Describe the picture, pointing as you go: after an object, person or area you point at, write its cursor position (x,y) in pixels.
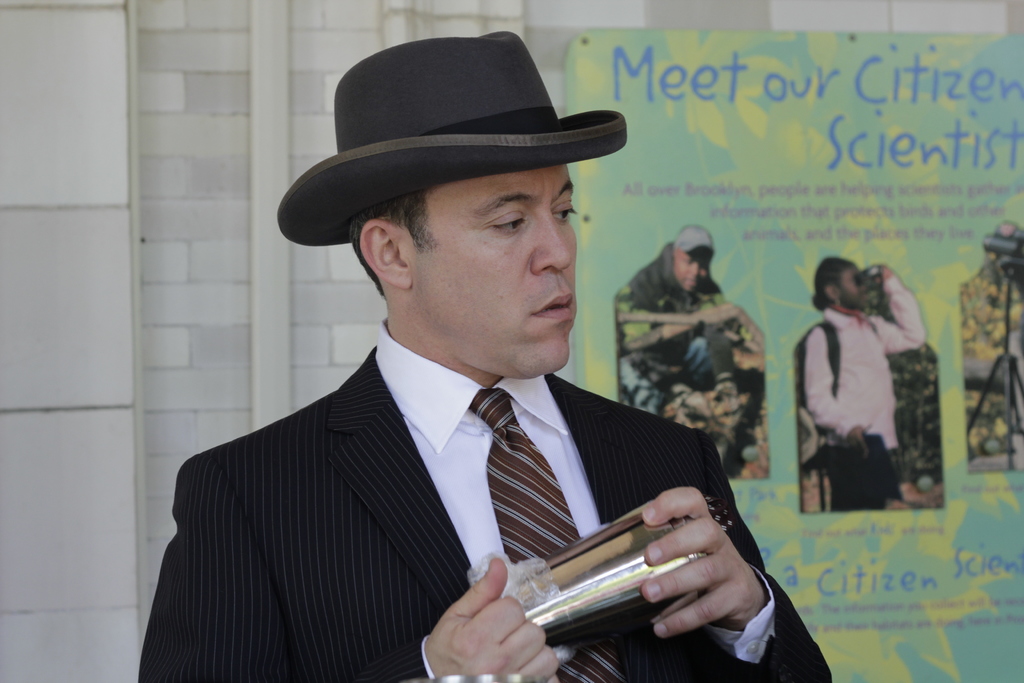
In the center of the image (416,288) there is a person (401,467) wearing a hat (477,155). In the background (333,144) there is a poster (991,131) and wall (207,128).
